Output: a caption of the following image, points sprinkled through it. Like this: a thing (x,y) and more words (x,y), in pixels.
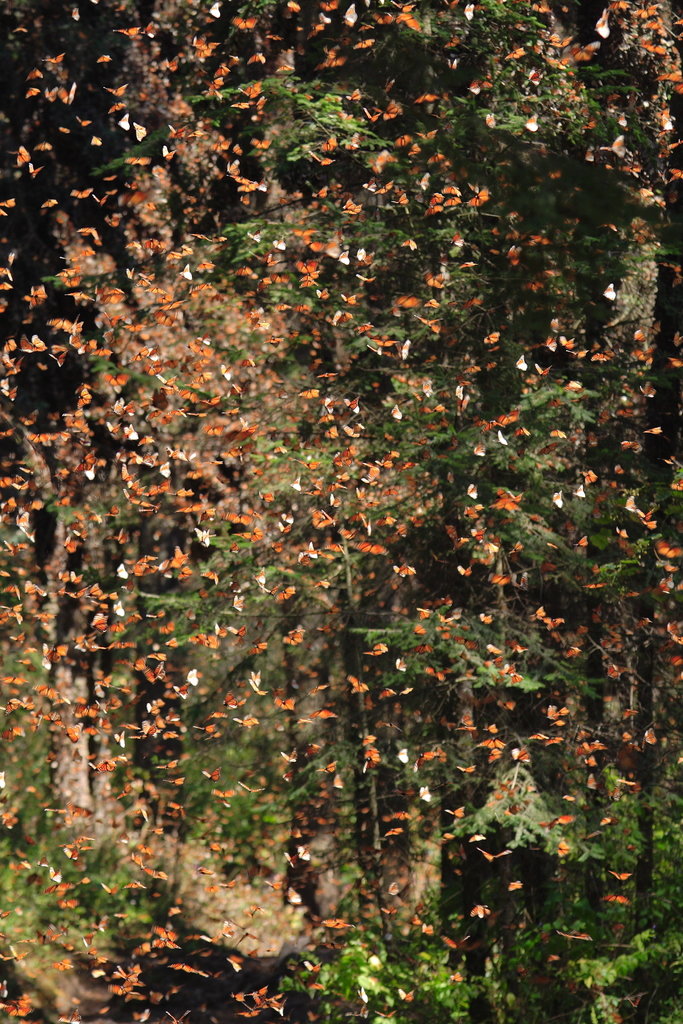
In this image, we can see butterflies (316,587) flying and in the background (378,559), there are trees (351,855).
